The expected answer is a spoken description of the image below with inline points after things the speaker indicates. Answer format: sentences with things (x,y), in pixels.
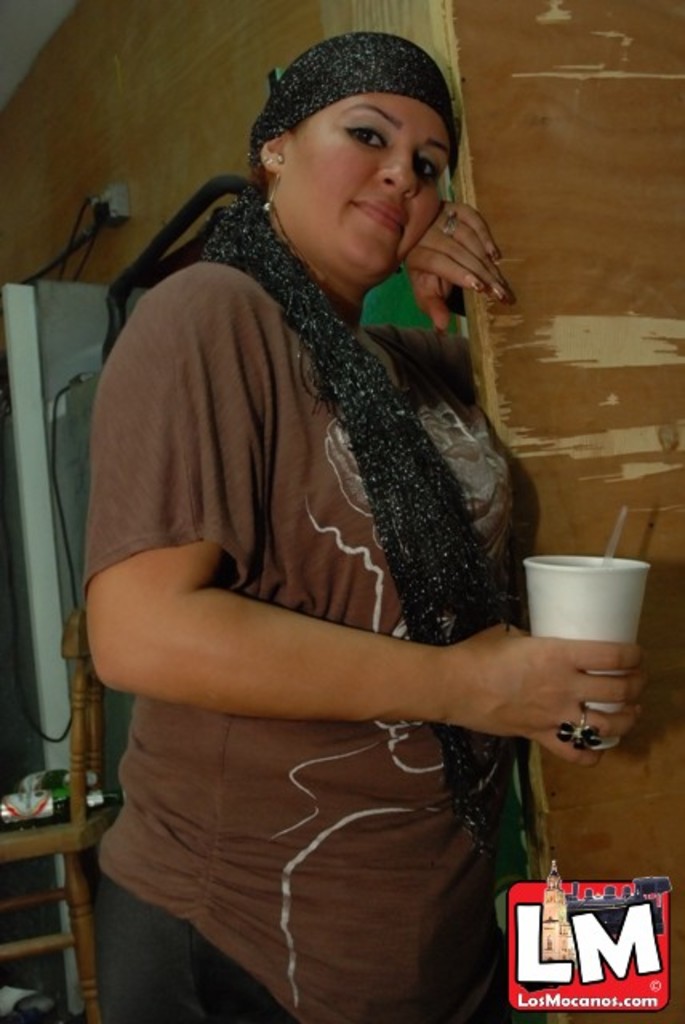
In the center of the image (365,347) we can see a lady (386,719) standing and holding a glass (572,611). On the left (42,848) there is a chair (75,848) and we can see bottles (60,799) placed on the chair (81,937). In the background (194,146) there is a wall (215,79) and we can see wires (66,389).
